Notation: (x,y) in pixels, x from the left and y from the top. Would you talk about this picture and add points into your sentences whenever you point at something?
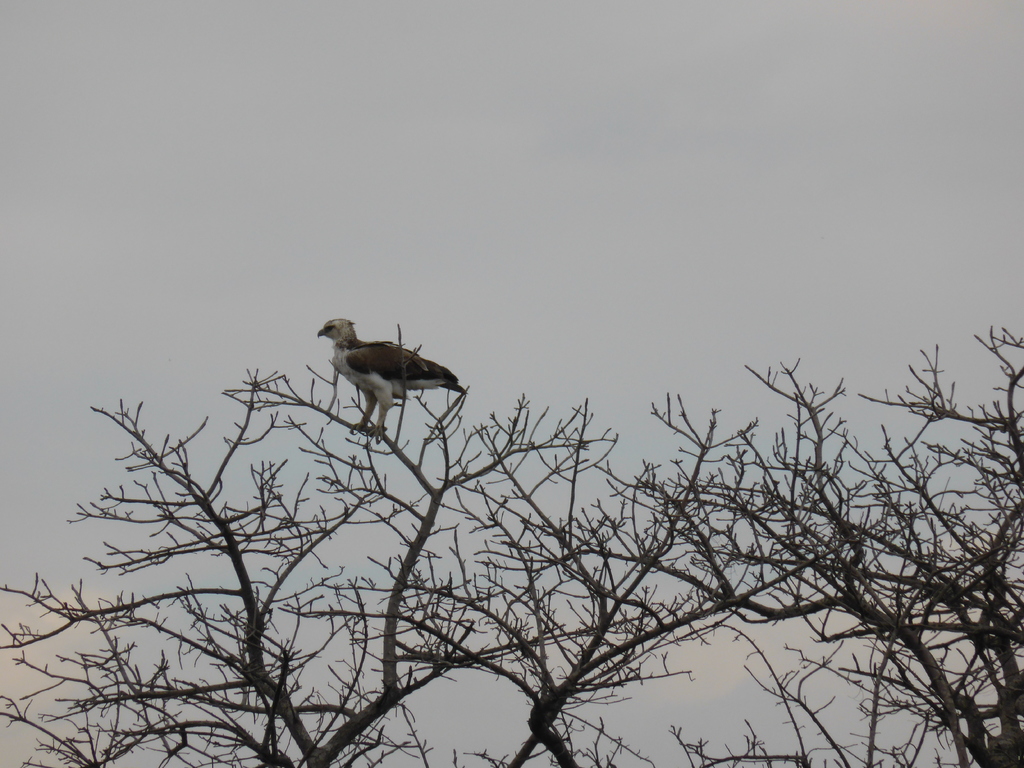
In this image I can see the bird (366,361) on the dried tree (658,567). In the background (528,239) I can see the sky (502,71) in blue and white color.
